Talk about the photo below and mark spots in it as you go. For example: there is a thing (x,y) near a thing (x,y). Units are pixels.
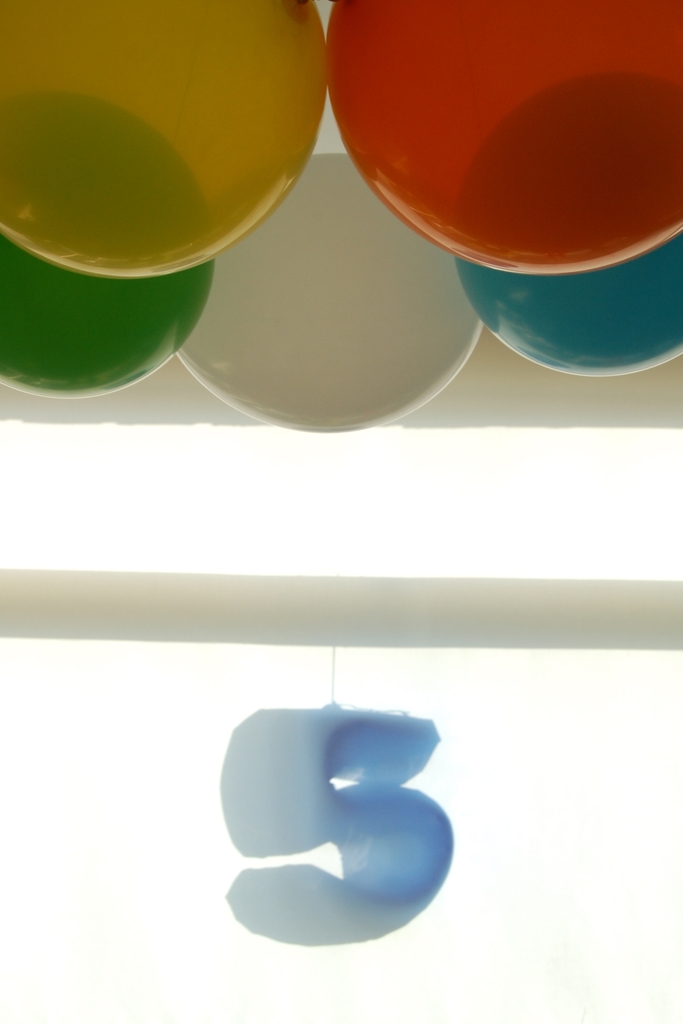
In this picture there are balloons (314,184) on the top (359,268). In the center (286,592) there is a number (344,824) and there is a pole (314,612) which is white in colour.
